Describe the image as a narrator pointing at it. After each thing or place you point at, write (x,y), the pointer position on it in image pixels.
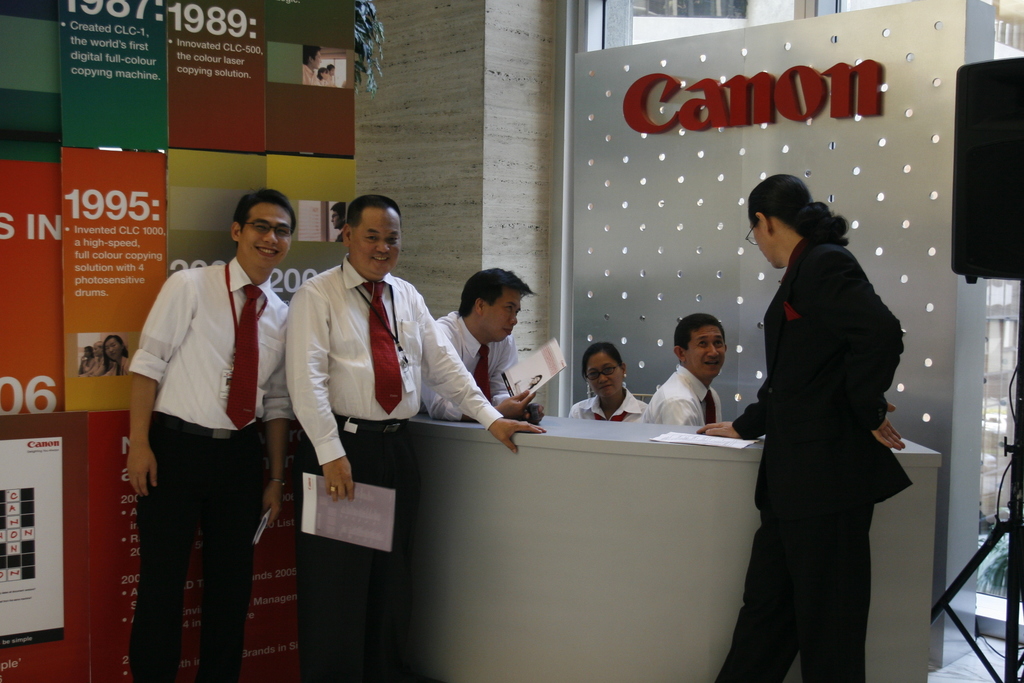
In this image there are six people (803,271). Two women (795,383) and four men (337,322). In the background (828,110) there is stand (792,147) on which it is written as Canon. To the left (266,336) the men (292,322) are wearing white shirt (333,285) and black pant (252,547) with red tie (246,325). To the right (793,343) the woman (806,483) is wearing black color dress (803,399).
